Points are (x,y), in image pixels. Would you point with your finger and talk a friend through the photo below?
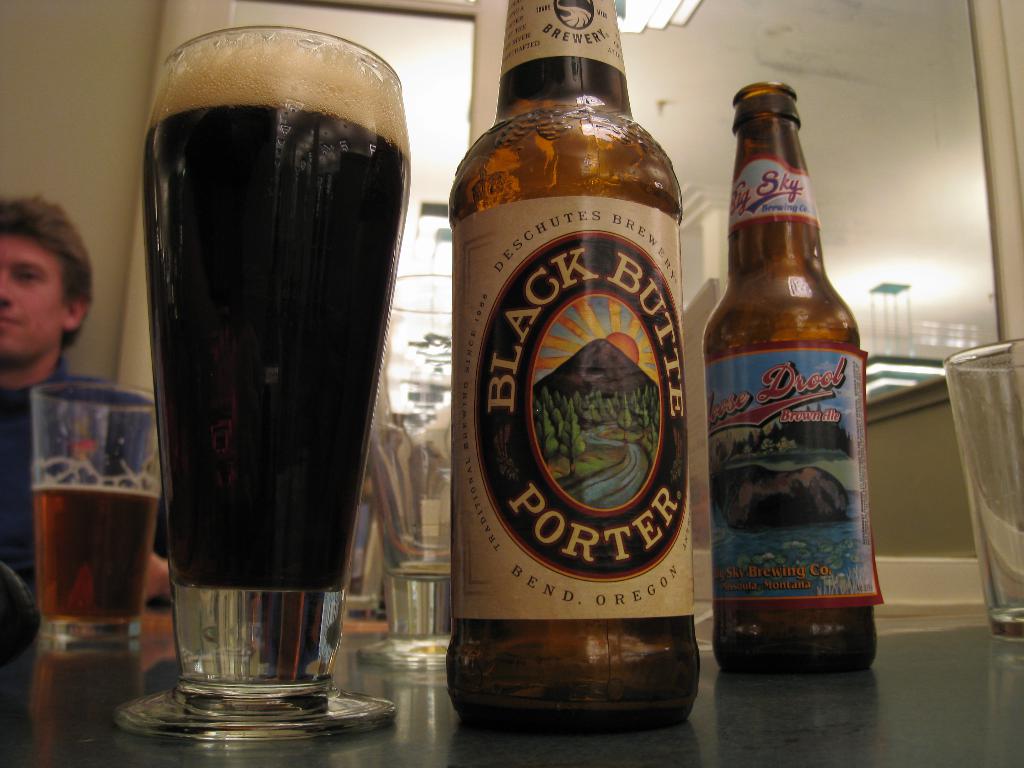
In this image I can see two bottles (727,280) and some glasses (411,442) with liquid (291,230). On the left side of the image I can see a person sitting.
